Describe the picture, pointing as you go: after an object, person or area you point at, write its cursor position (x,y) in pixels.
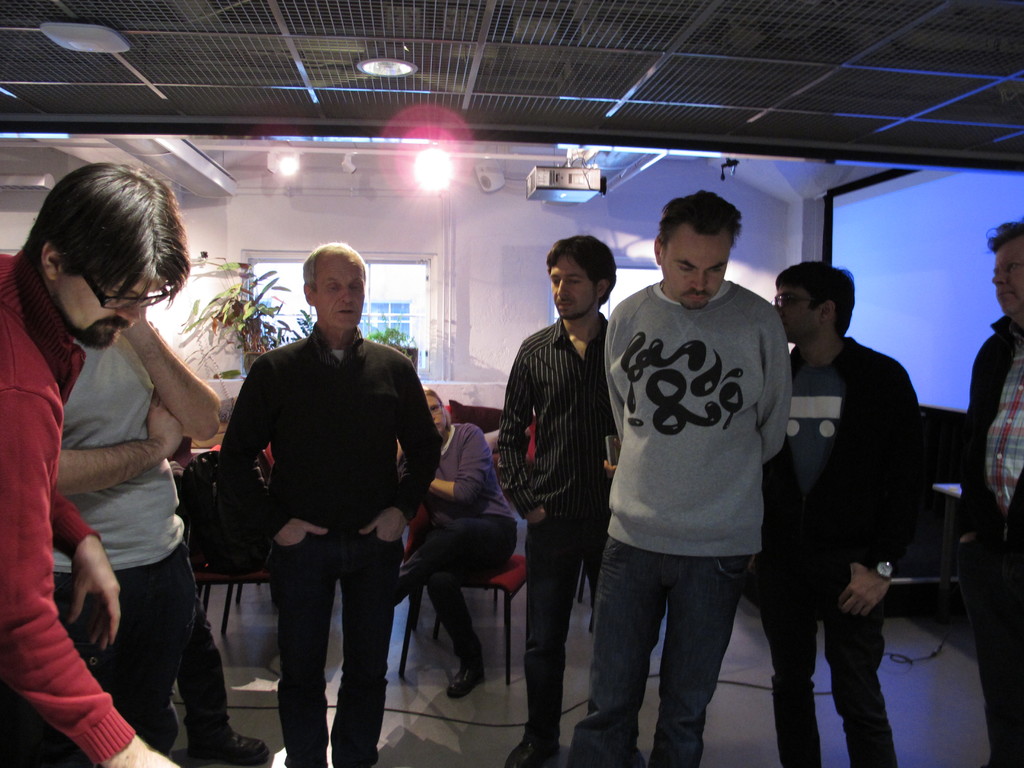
In the image there are many men (591,472) and old man (431,475) standing on the floor (271,624), behind them there is table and chair (510,557) and a man (480,553) sitting on it, there is screen (955,354) on the right side wall (819,228), projector (571,175) hanging to the ceiling (584,142) with a light (418,156) beside it, over the back (421,306) there is a window (381,302) with plants (237,311) in front of it.
